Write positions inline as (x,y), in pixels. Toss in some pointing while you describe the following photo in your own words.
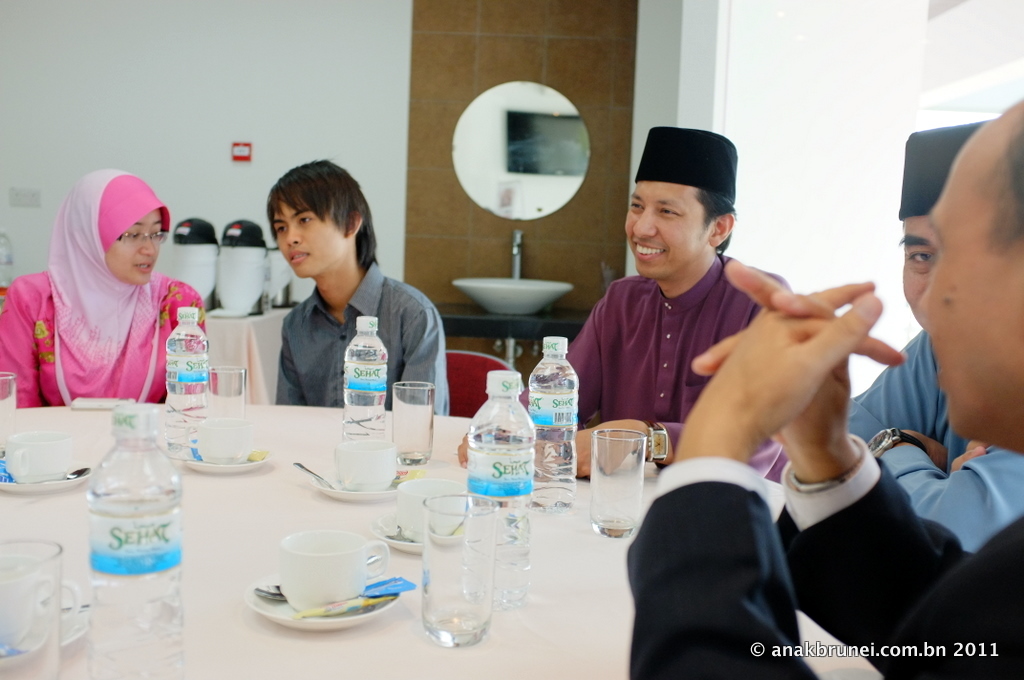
In this picture I can observe five members (731,365) sitting on the chairs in front of a table (298,650). There are water bottles (170,447), glasses (409,418) and cups (313,558) placed on the table (310,503). In the background (500,140) I can observe mirror (516,165) and sink (504,299). I can observe a wall (249,87) in the background (308,88).
